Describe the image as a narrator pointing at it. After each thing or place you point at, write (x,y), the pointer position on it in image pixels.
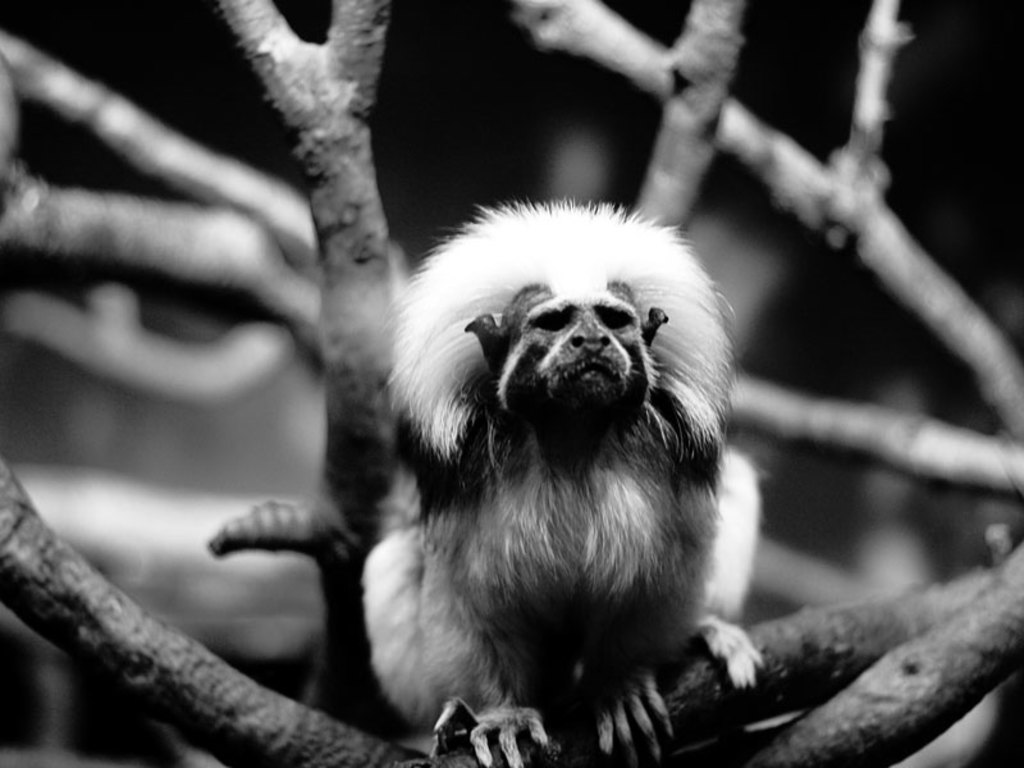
In this image I can see number of branches (414,755) and in the front (399,538) I can see one monkey (723,501) on one branch (704,685). I can also see this image is black and white in colour.
